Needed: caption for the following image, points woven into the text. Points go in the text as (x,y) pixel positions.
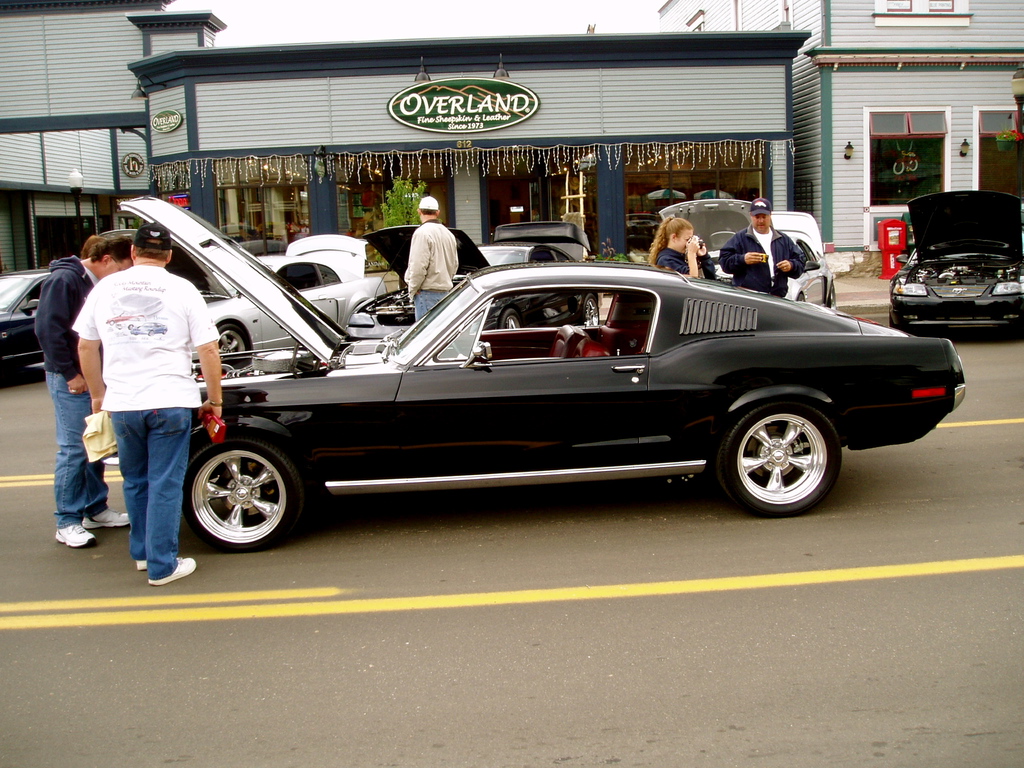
In this image we can see a black car (384,437) on the road (413,491) where the bonnet (243,268) is opened. Here we can see these people (215,358) are standing near the car (227,447). In the background (953,231), we can see few more cars (932,246) where bonnets (932,246) are opened, a store (697,128), buildings (518,176), light poles (78,225) and plants (387,211).
